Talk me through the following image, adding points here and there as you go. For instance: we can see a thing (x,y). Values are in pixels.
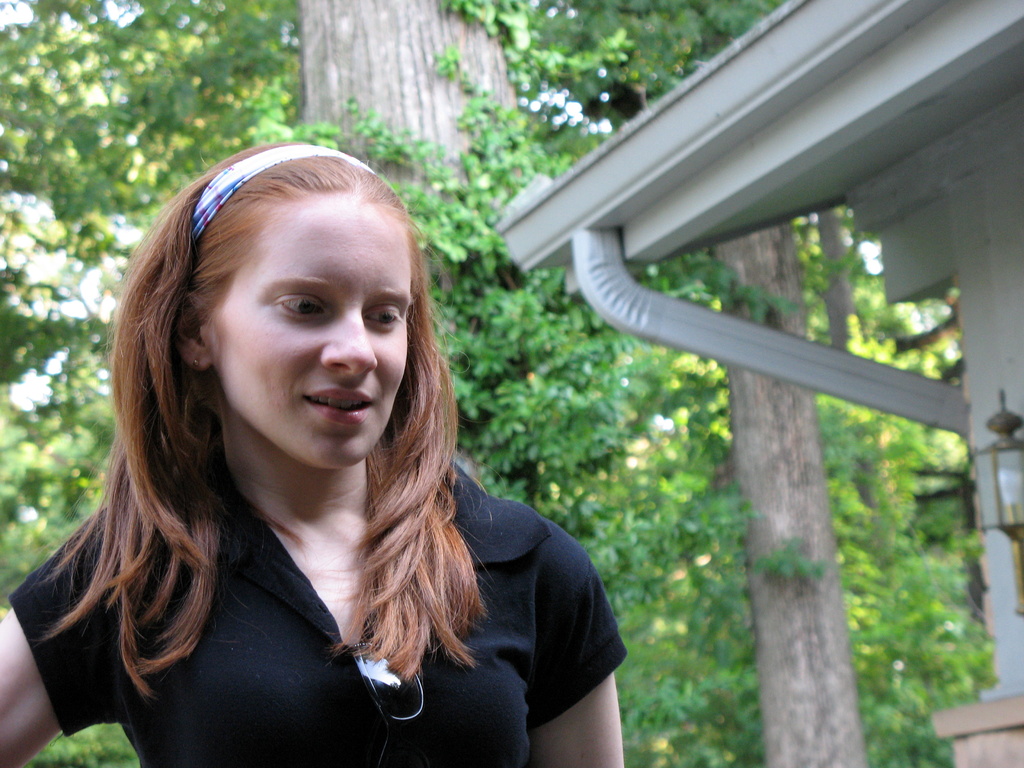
This picture is clicked outside. In the foreground (357,586) we can see a woman (284,316) wearing t-shirt (269,674) and standing. On the right (1011,474) we can see the wall mounted lamp (1003,489) and an object (881,112) which seems to be the building (997,326). In the background (198,104) we can see the trees (359,58) and some other objects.
